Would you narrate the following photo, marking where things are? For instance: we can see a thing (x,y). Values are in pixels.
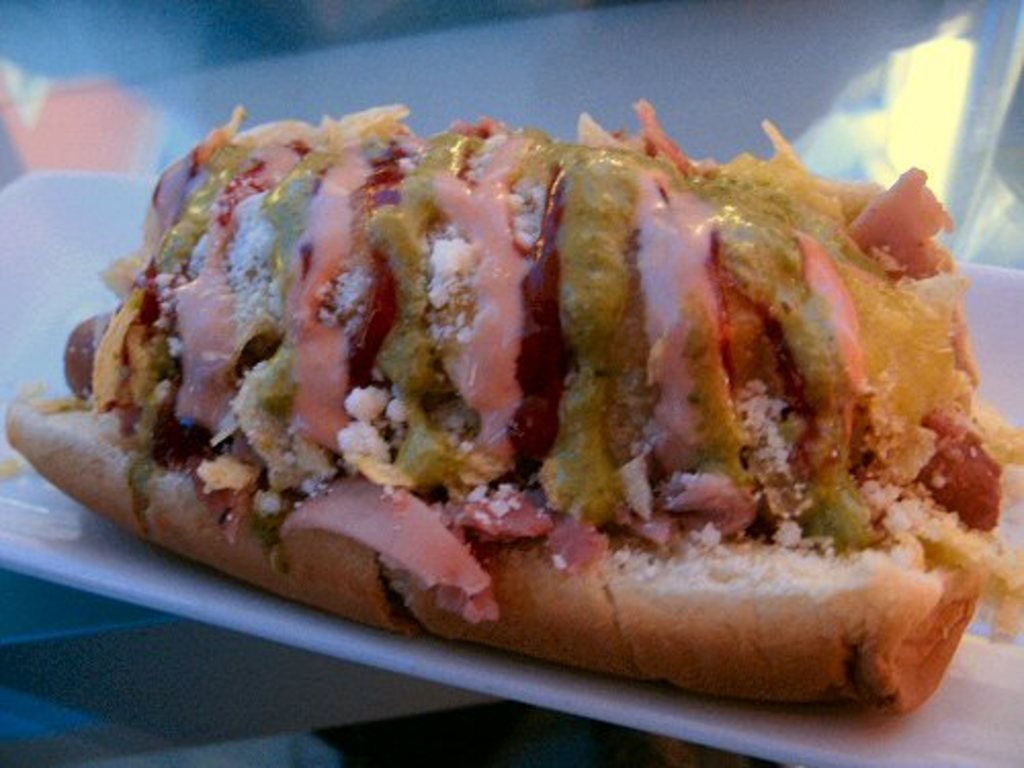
In this picture there is food (664,345) on the plate (990,708). At the back (656,92) it looks like a table (485,52).
